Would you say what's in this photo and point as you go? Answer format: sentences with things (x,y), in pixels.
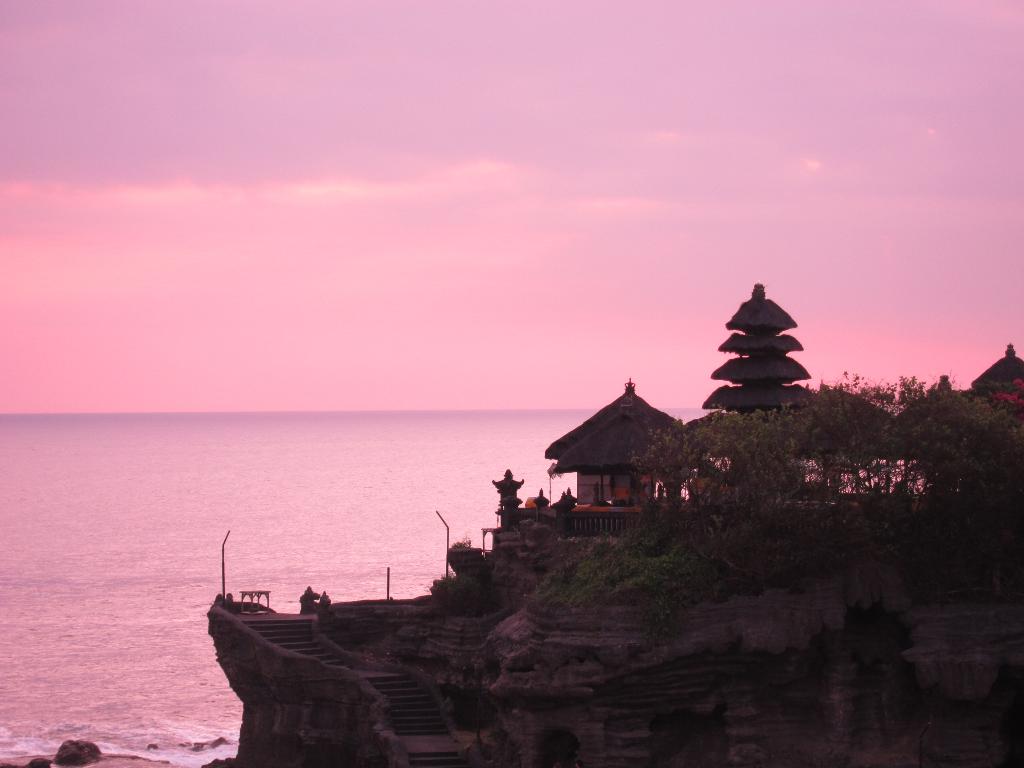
This image is clicked near the ocean (202,730). To the right (705,434), there is a building (603,442) along with trees (965,574). In the middle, there are steps (414,723). To the left (114,644), there is an ocean (88,498). To the top (371,230), there is sky (356,259).
